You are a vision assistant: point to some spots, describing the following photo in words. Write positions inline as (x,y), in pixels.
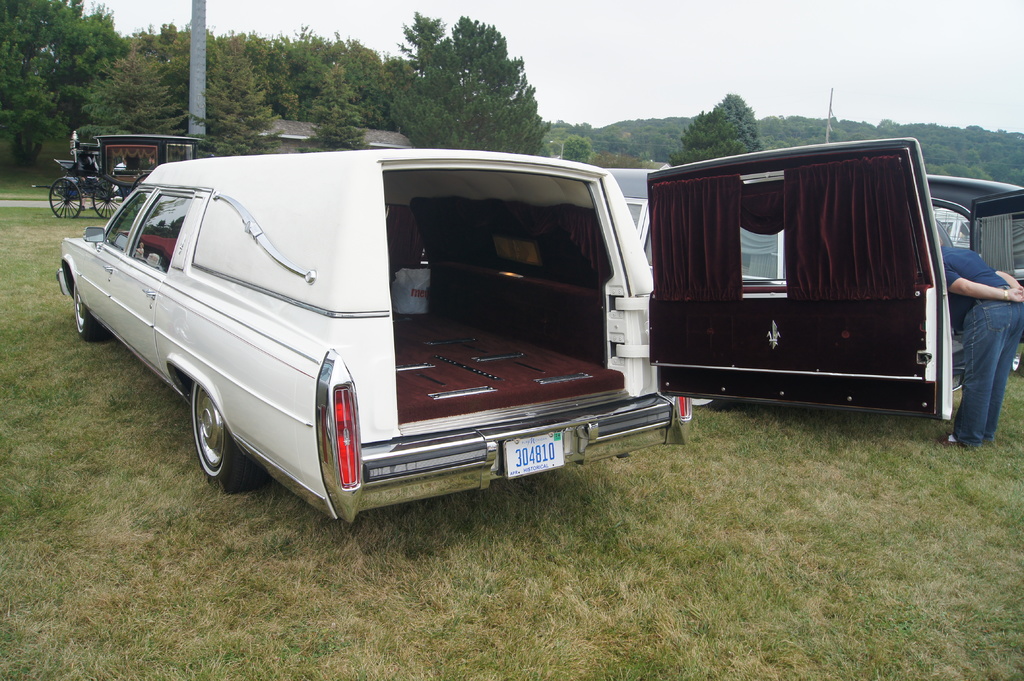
In this picture we can see vehicles (447,150) and a person (952,259) standing on the ground (135,444), trees (94,81), grass (130,554) and in the background (671,72) we can see the sky (695,73).
